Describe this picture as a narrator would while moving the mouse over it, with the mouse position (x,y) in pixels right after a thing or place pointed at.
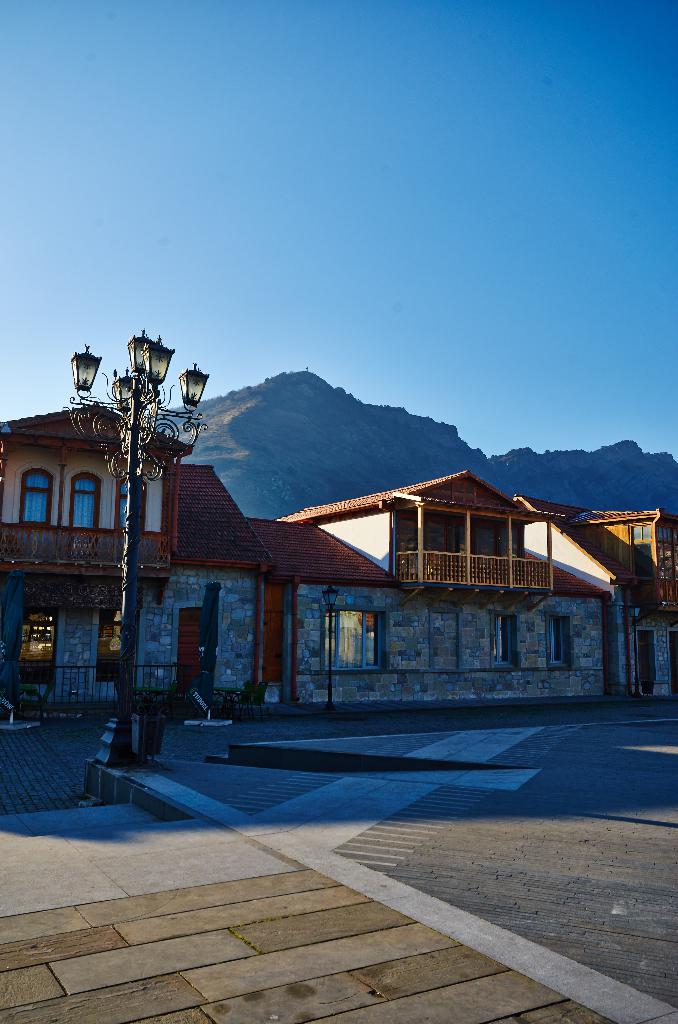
This picture shows few houses (412,541) and we see pole lights (132,428) and a hill (647,497) and we see a blue sky (305,339).
